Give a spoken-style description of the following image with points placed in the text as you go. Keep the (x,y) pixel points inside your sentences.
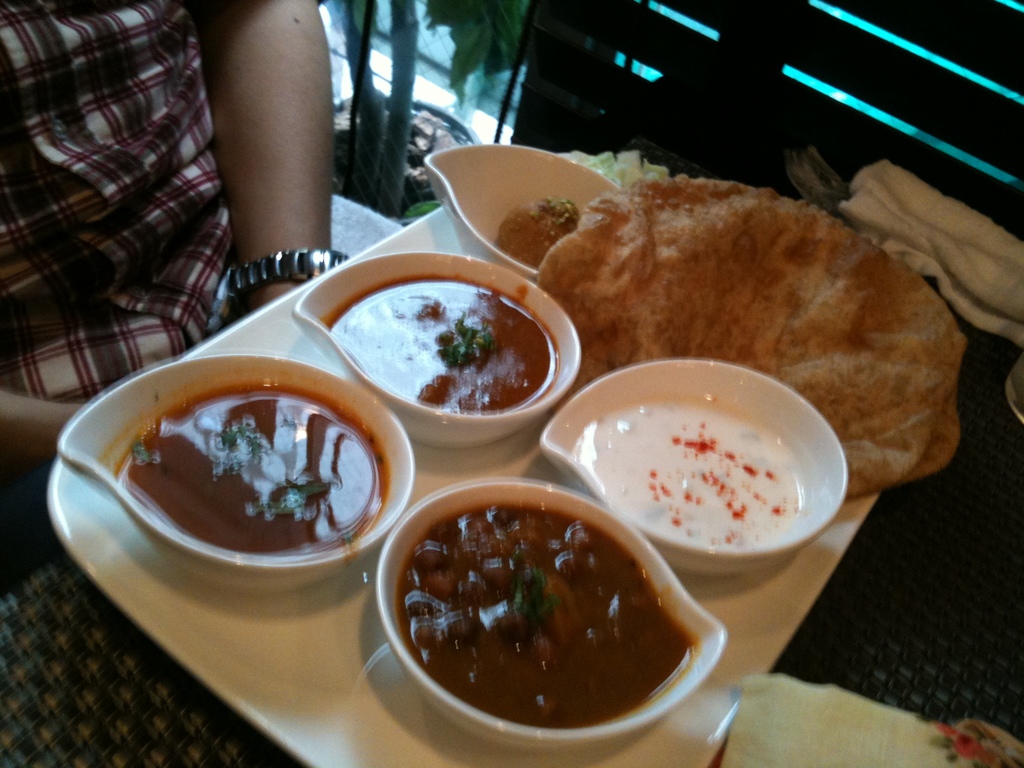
In this image I can see there is some food (450,370) placed on the plate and there is a person (82,64) sitting at the left side (39,100). There is a plant (393,70) visible from the glass door (517,32).
